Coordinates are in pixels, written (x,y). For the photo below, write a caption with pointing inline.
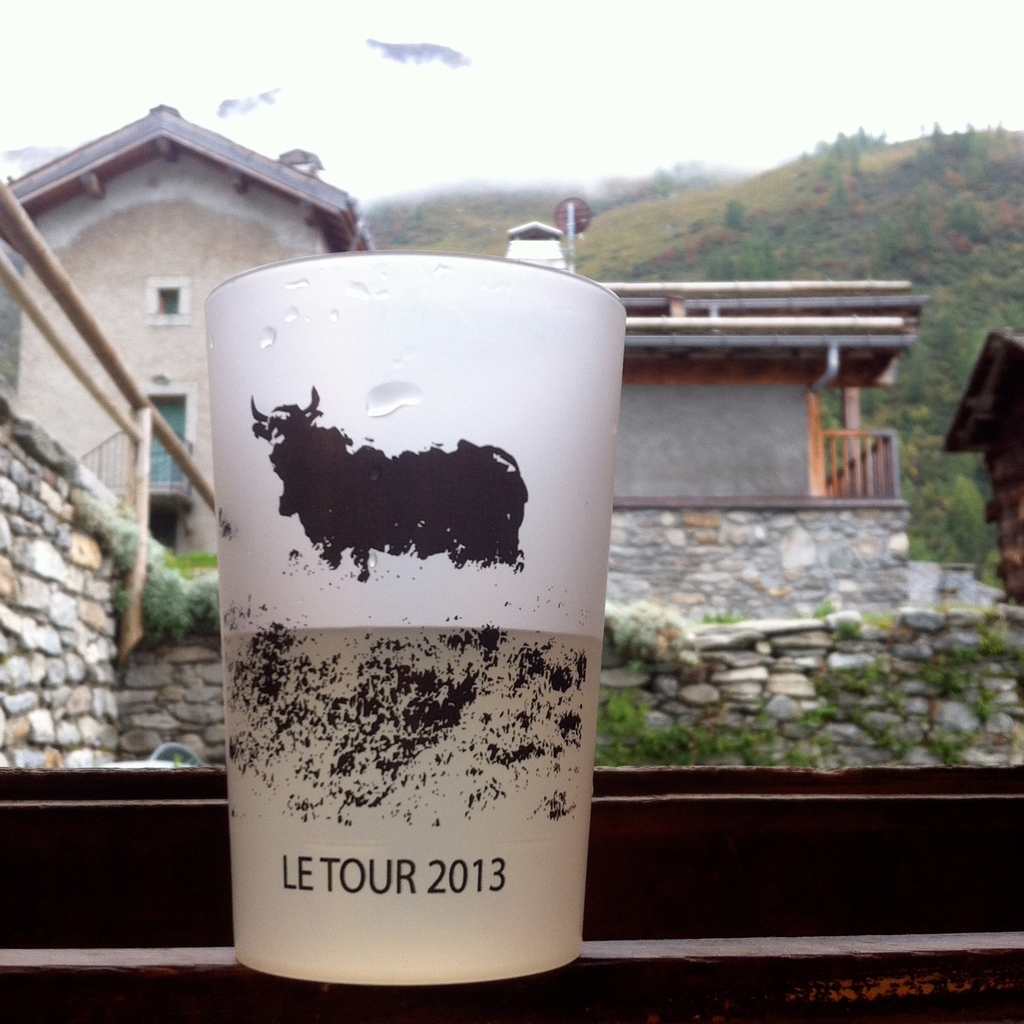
In this image there is a glass (368,629) kept near the window (55,845). There is some text (460,865) on the glass (551,862). Behind the glass (221,476) there is a wall (184,670) having a fence (128,424). There are plants (178,619) on the wall (708,675). There are houses (167,392). Background (932,233) there are hills (698,228). Top of the image (532,163) there is sky (520,123).
